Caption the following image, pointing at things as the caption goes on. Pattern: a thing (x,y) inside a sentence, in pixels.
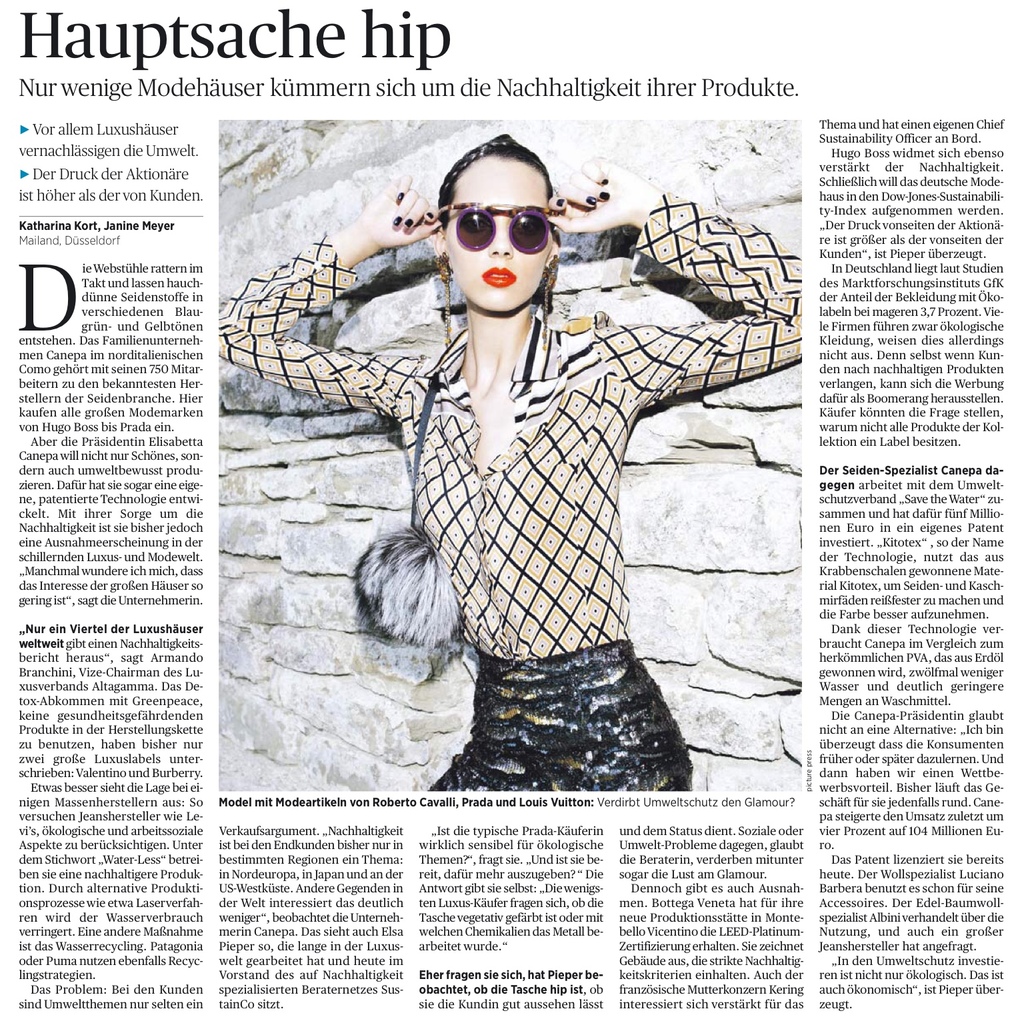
In this image we can see a newspaper (870,546) and on the newspaper (707,340) we can see the women (509,193) wearing glasses (534,216) and also the bag (433,628). Behind the woman (659,396) we can see the brick wall (401,511). On the paper (192,323) we can also see the text (649,805).
